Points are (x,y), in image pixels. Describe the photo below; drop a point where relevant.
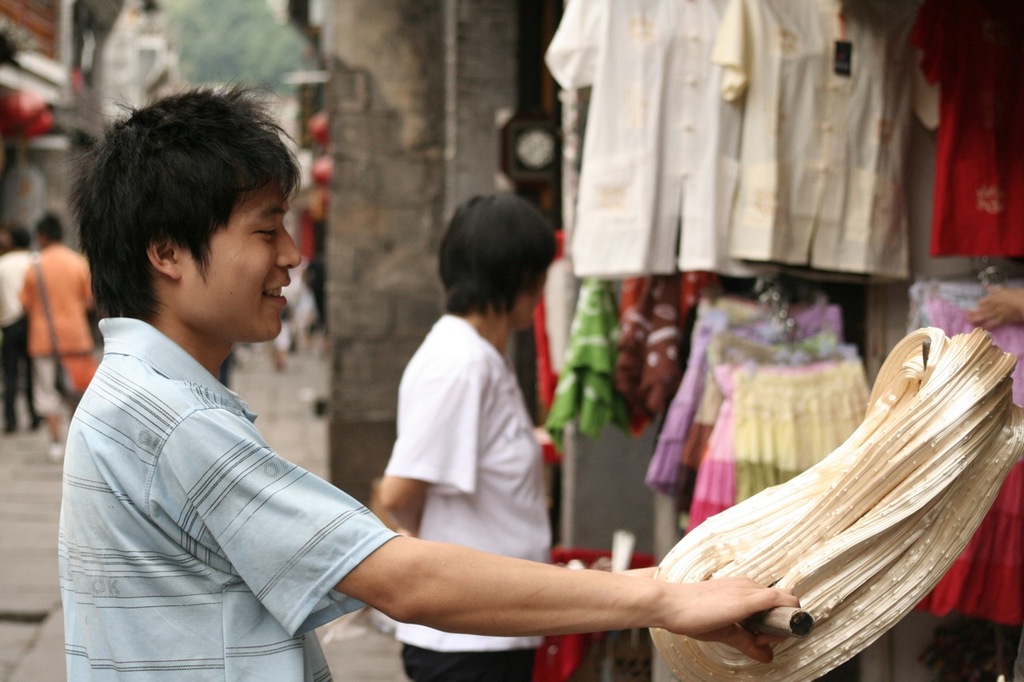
In this image I can see there are persons (408,436) on the ground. And it looks like a shop (753,182) with clothes (742,374) and there is a building (163,46). And one person (762,602) holding a stick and rolling an object (917,482). And there is a clock (528,165) on the wall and at the back (212,29) it looks like a blur.
